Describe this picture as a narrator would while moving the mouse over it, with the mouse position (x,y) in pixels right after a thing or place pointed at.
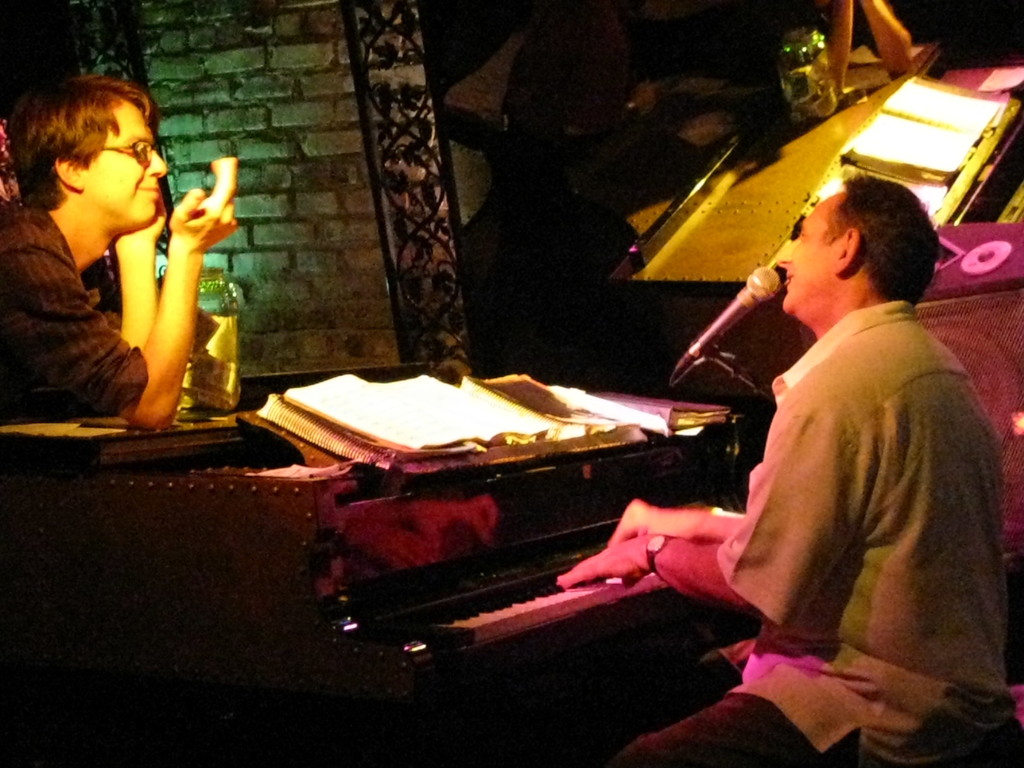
This picture shows a man (702,544) seated and playing piano (172,453) and singing with the help of a microphone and we see a man (26,323) standing and looking at the person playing and we see few books (279,413).
